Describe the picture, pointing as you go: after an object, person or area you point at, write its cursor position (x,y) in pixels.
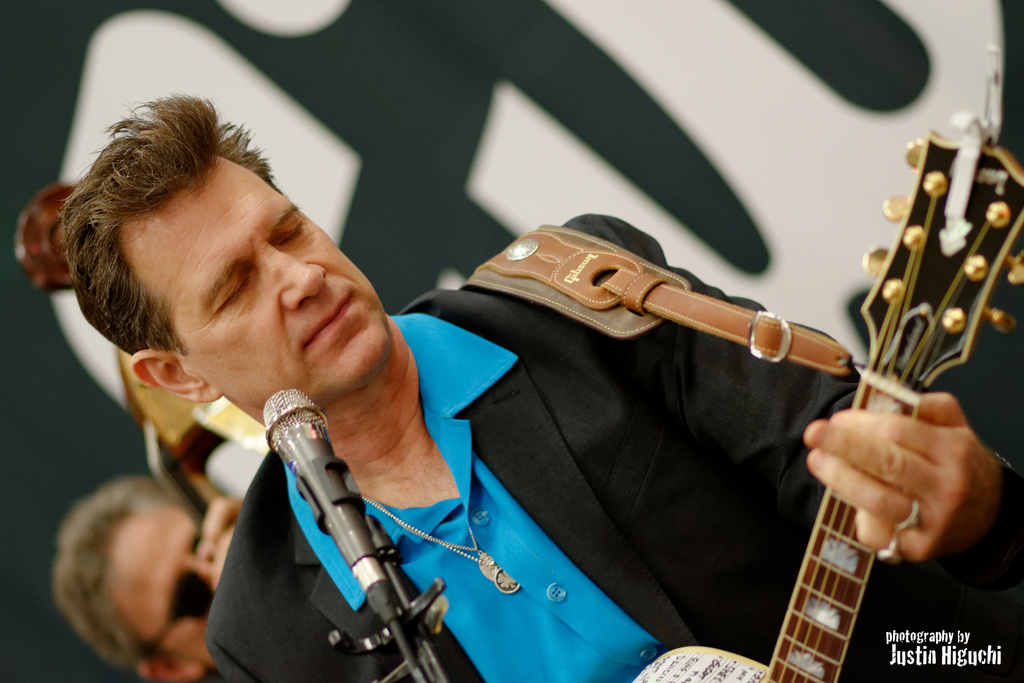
In this image i can see a man (435,464) wearing a blue shirt (525,552) and a blazer (608,472) holding a guitar (963,355). I can see a microphone (341,507) in front of him. In the background (176,622) i can see another person (178,584) wearing glasses (178,584) and a musical instrument (171,482) and a banner (540,136).
